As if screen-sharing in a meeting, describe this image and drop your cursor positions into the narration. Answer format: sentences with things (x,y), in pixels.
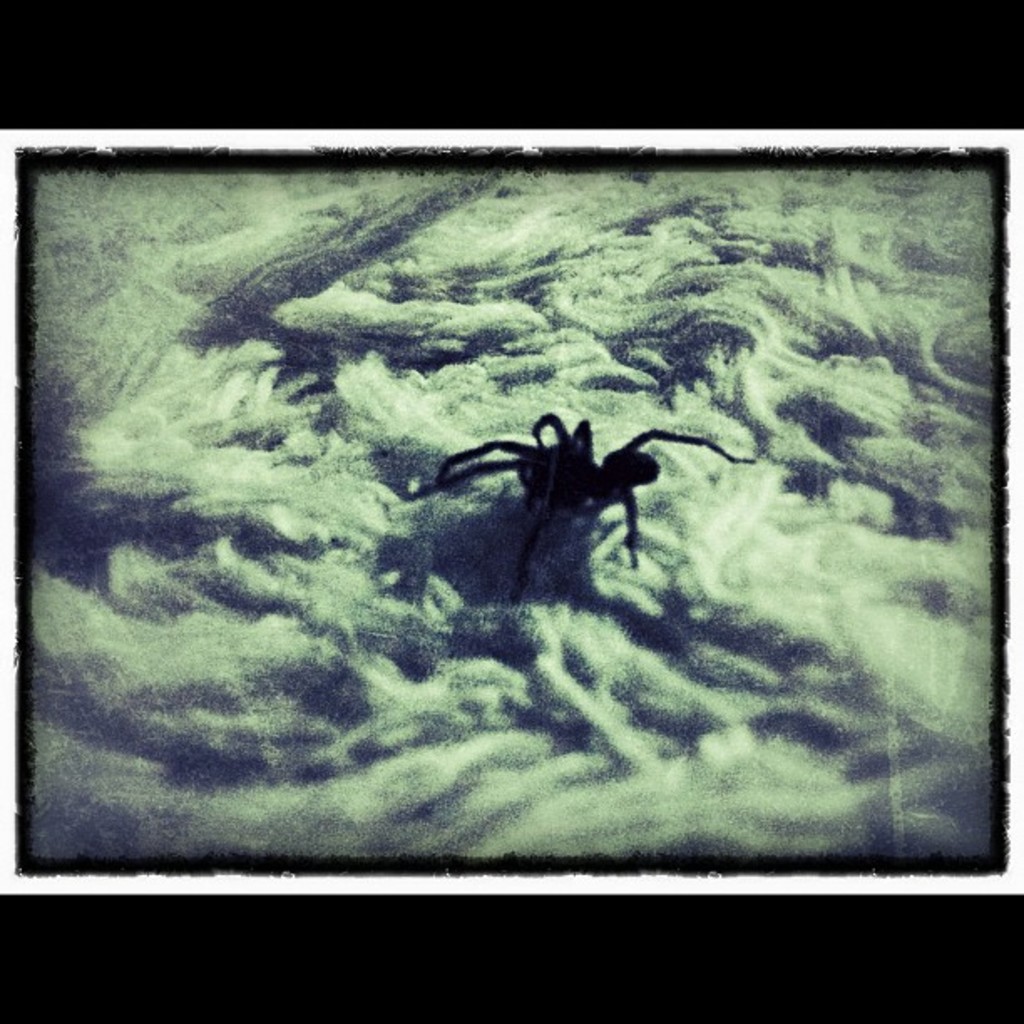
In this picture we can see an insect (645,475) on an object (473,595).
